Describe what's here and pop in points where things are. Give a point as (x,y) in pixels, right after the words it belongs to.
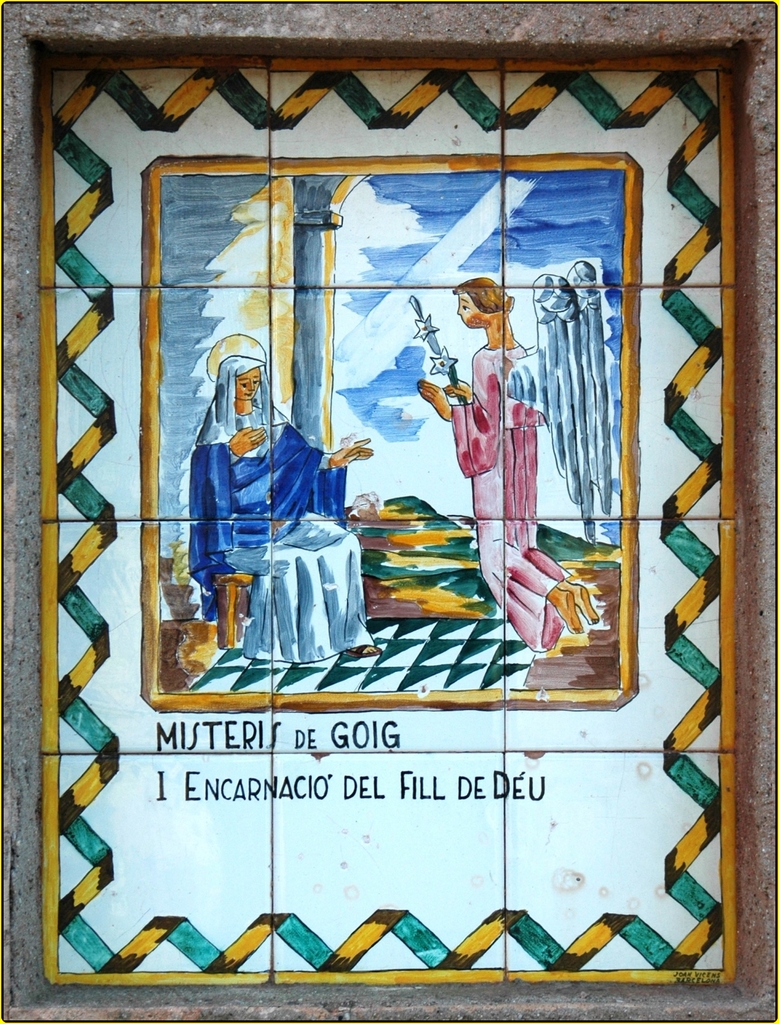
In this image there is a photo frame (592,548) on the wall (37,974). In the photo frame (397,361) there are depictions of people (329,552) and there is some text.
